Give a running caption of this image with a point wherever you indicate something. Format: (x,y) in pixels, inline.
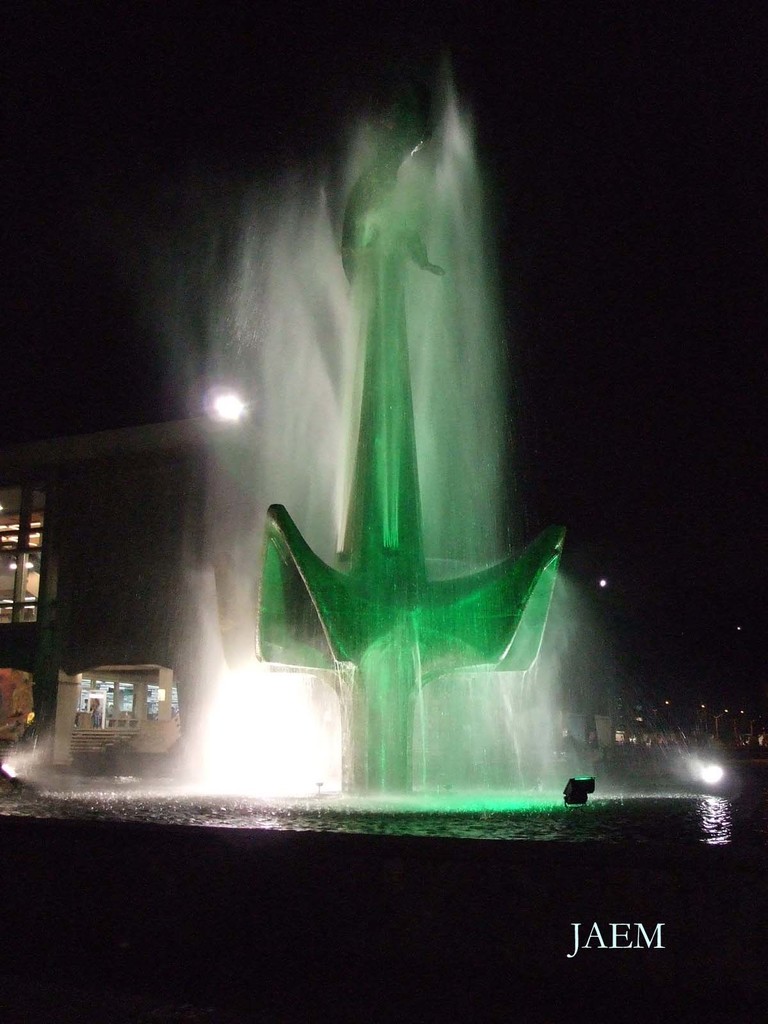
In this picture I can see building (30,517) in the back (164,620) and I can see water fountain (352,739) and looks like a metal architecture (375,560) in the middle (475,654) and I can see text (594,948) at the bottom right corner of the picture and I can see dark background (734,43).
